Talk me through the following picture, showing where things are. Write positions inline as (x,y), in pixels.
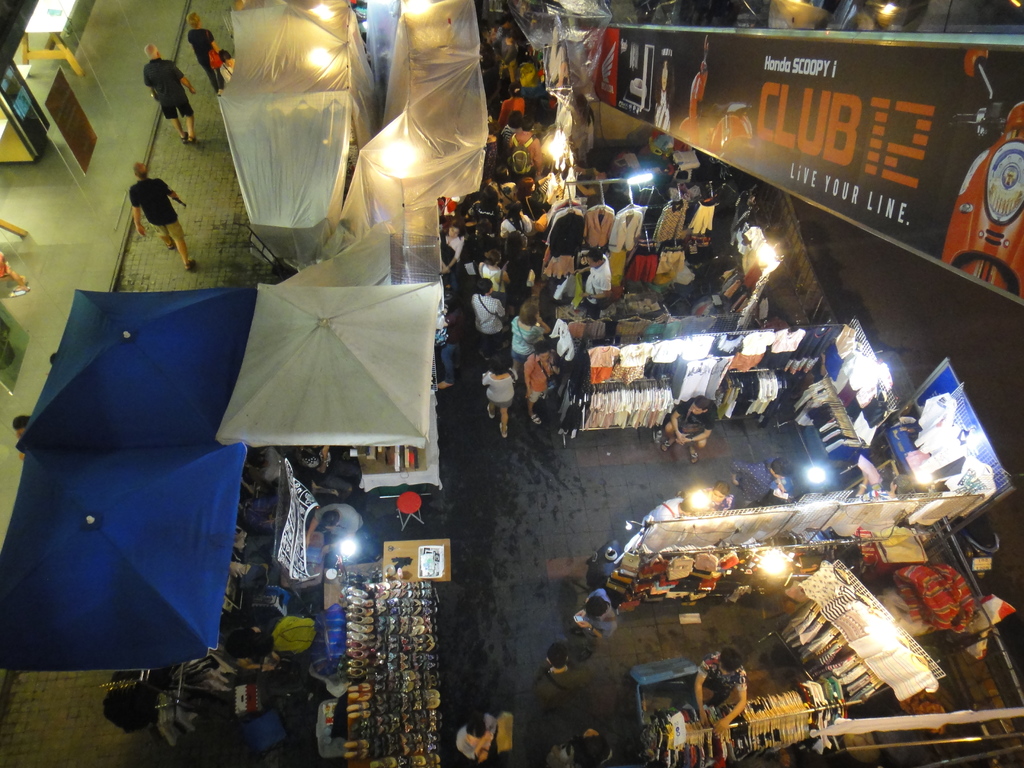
In this picture we can see a group of people (480,229), tents (126,536), posters (939,79), lights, footwear (385,722), clothes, tables (382,474) and some objects (390,490) and some people (180,245) are walking on the floor (195,202).
